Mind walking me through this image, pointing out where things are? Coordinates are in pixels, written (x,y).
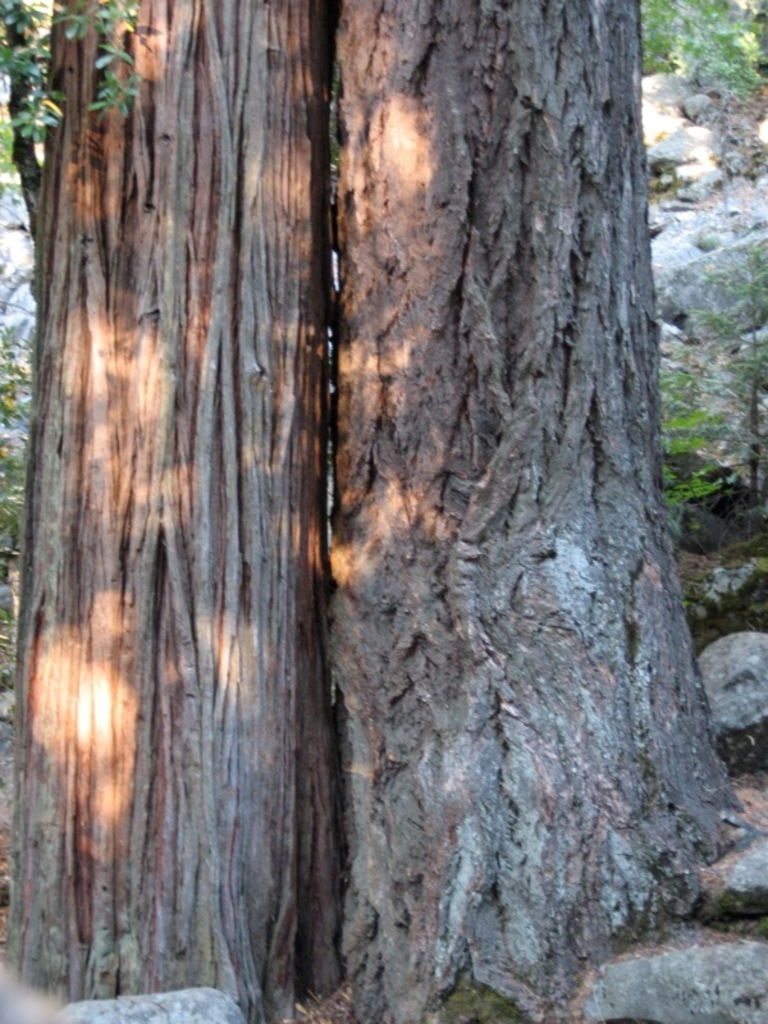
In this image we can see the bark (319,628) of the trees (286,624). We can also see some stones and the leaves (692,63).
